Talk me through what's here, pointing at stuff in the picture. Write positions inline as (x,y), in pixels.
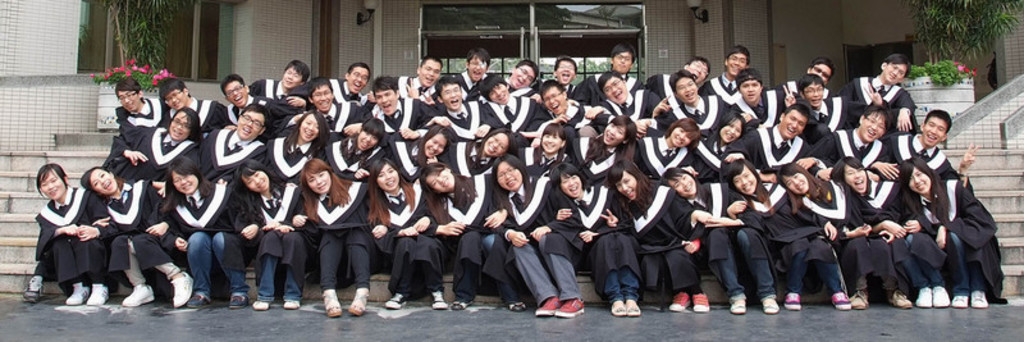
In this image, we can see a group of people (499,114) wearing clothes (199,217) and sitting on the steps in front of the building (281,65). There is a plant (143,52) in the top left (158,56) and in the top right of the image (946,76). There is a door (541,57) at the top of the image (497,66).
